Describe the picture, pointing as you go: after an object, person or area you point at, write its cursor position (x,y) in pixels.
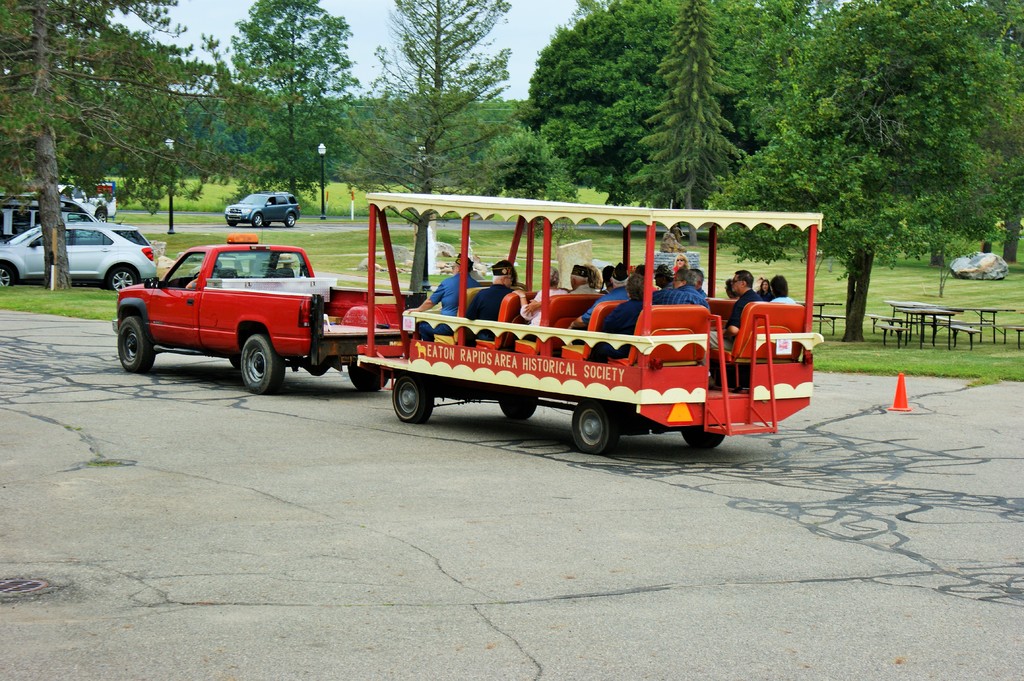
This image is taken outdoors. At the top of the image (232,21) there is the sky (373,15). At the bottom of the image (553,623) there is a road (271,545). In the background (257,126) there are many trees (493,167) with leaves (877,208), stems (938,258) and branches (408,127). There is a ground (337,242) with grass (316,248) on it. A car (252,201) is moving on the road (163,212) and there are a few poles (172,203). On the left side of the image (83,196) a few vehicles (70,255) are parked on the ground (71,247). On the right side of the image (820,320) there are many empty tables (906,317) on the ground (975,319). In the middle of the image (419,334) a car (251,306) and a vehicle (481,354) are moving on the road (812,486). A few people (537,293) are sitting in the vehicle (567,299).
